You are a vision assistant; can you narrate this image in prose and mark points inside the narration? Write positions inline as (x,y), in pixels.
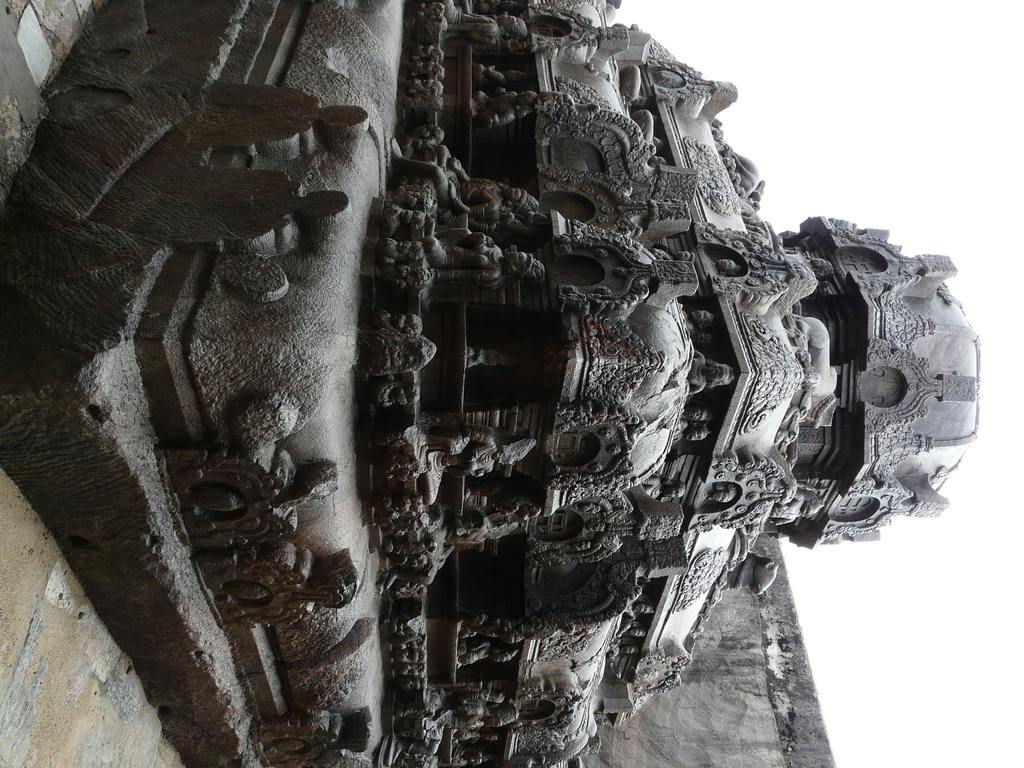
In this image, we can see a sculpture (230,350) on the ground (54,652) and in the background (738,632), there is a wall (707,647).
